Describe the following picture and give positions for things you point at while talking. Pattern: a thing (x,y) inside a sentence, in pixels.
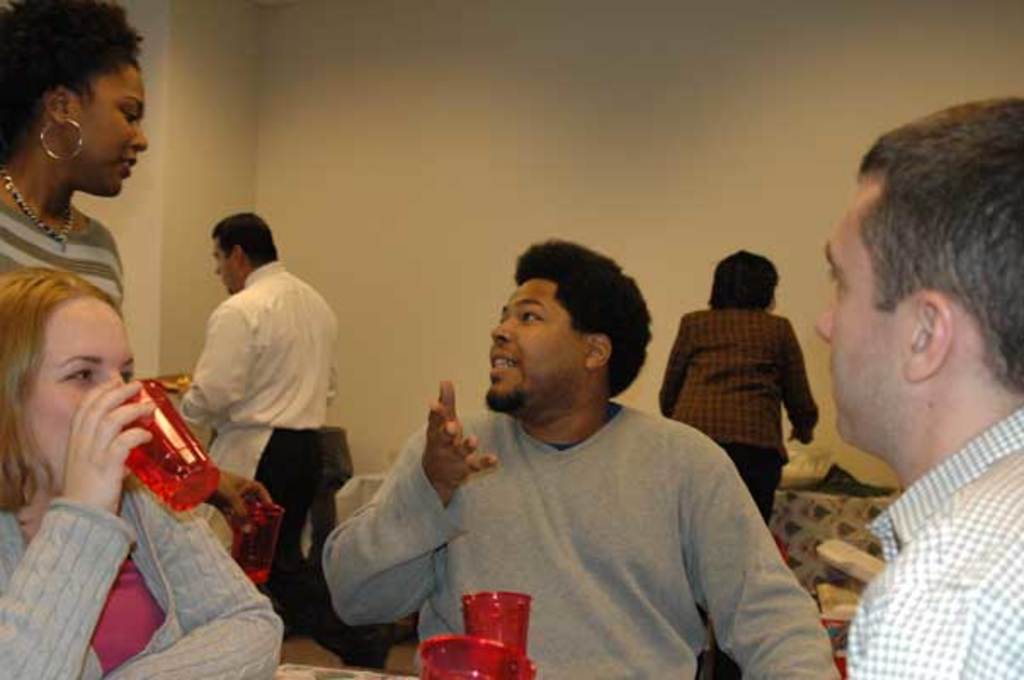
In this image I can see there are three people (122,504) sitting at a table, there are few other persons (231,330) in the background (689,346) and there is a wall (368,248).
